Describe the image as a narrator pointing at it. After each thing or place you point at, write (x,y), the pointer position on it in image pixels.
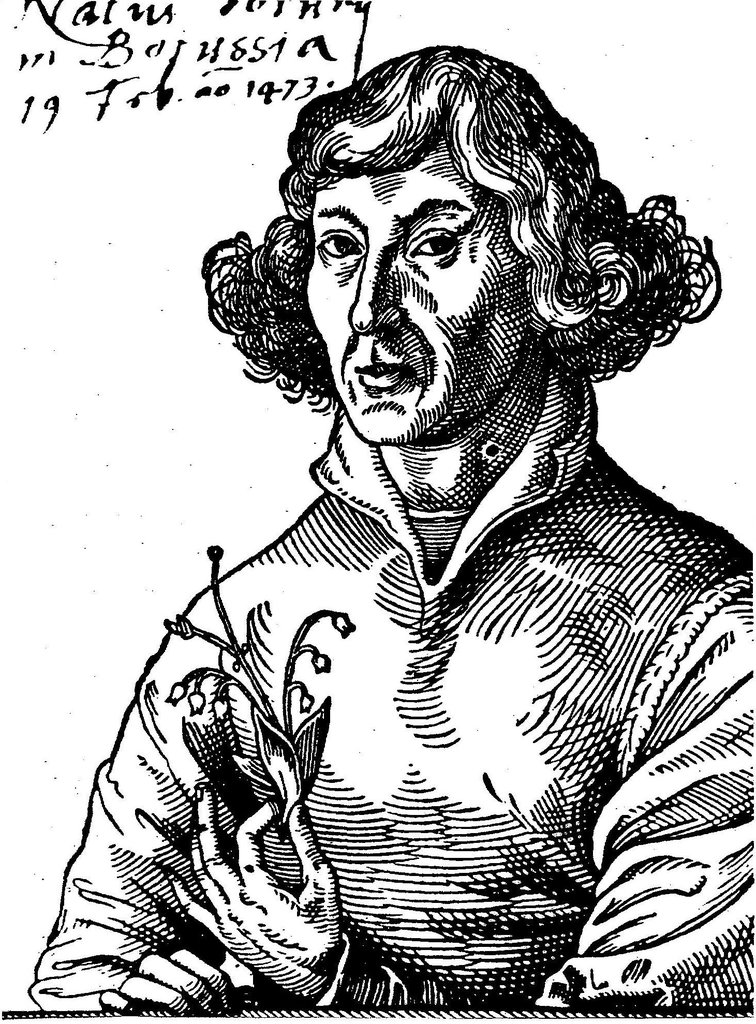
In this image I can see depiction of a person (450,736) holding a flower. I can also see something is written over here and I can see white colour in background (195,98).
